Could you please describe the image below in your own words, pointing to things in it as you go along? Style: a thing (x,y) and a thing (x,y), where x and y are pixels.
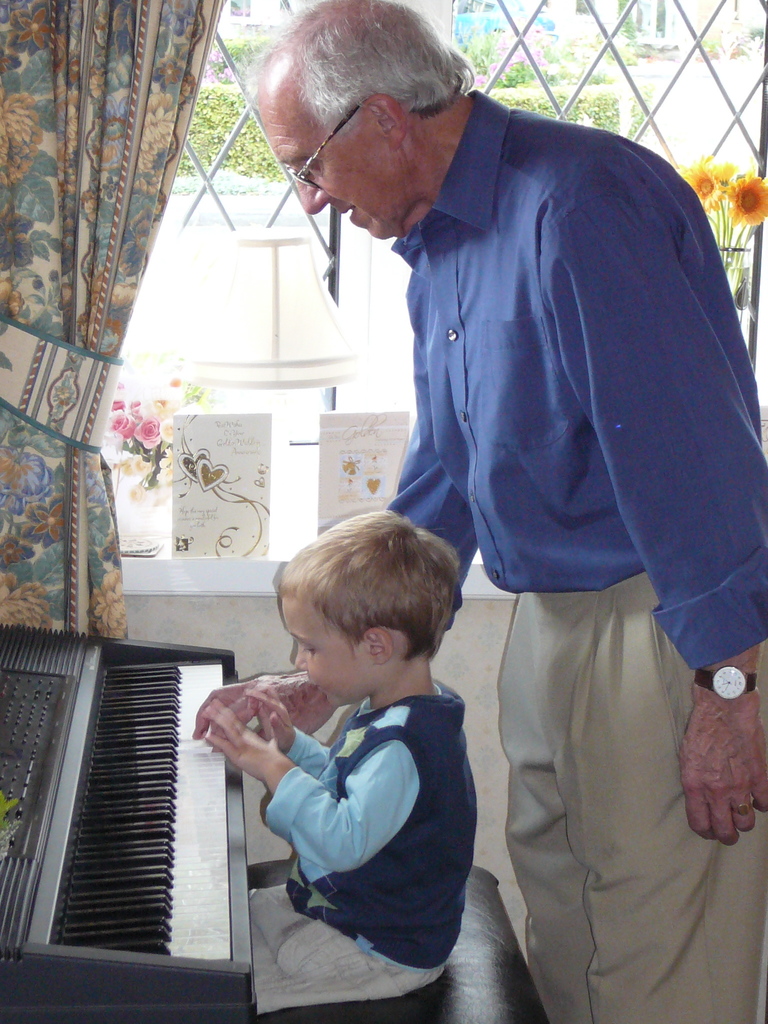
In this image i can see a person (458,319) wearing a blue color shirt (603,403) playing a musical instrument (137,782) and there is a baby boy (398,900) sit on the stool (487,990) and playing a musical instrument (90,858). back side of them there is a window (182,219) and there is a lamp (258,239) and there are some trees (207,126) and there is a curtain (141,258) and there is a flowers (762,195) visible on the right side (759,202).
